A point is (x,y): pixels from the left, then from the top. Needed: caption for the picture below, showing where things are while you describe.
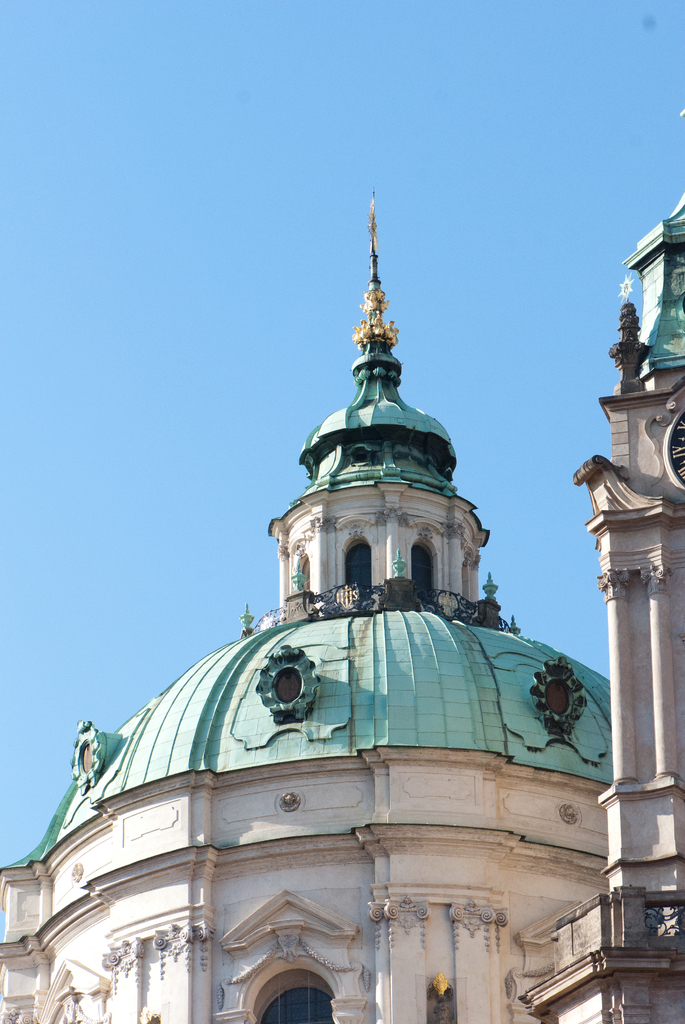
In this picture we can see few buildings (407,654), on the right side of the image (671,460) we can see a clock (683,453).
